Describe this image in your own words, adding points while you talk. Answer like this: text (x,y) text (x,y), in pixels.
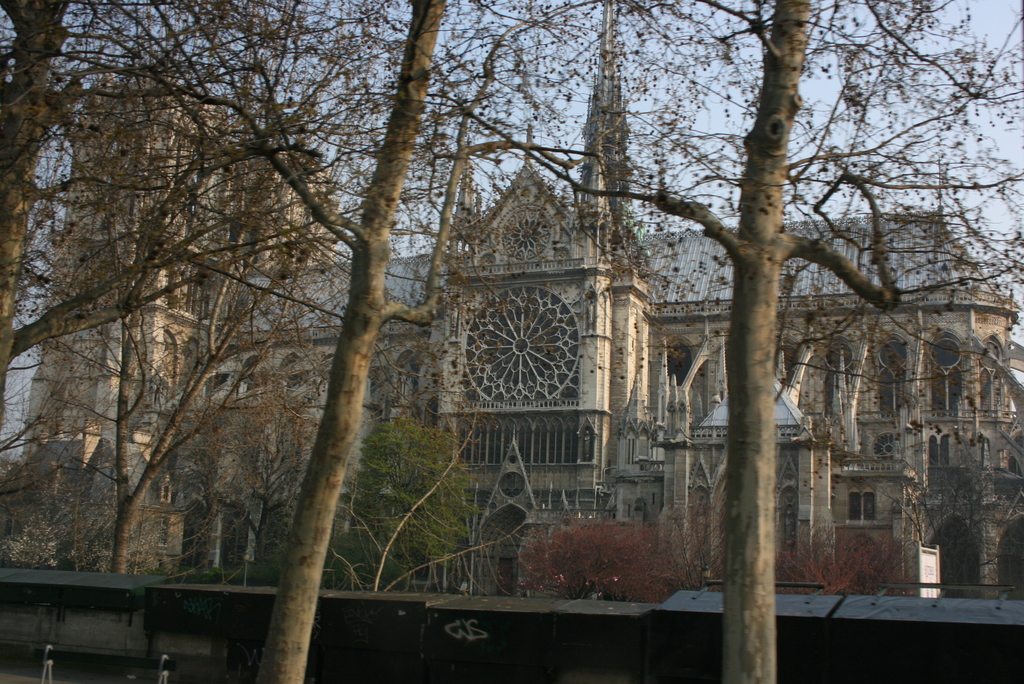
In this image there are plants (697,555), trees (520,15), building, sky (699,10).
